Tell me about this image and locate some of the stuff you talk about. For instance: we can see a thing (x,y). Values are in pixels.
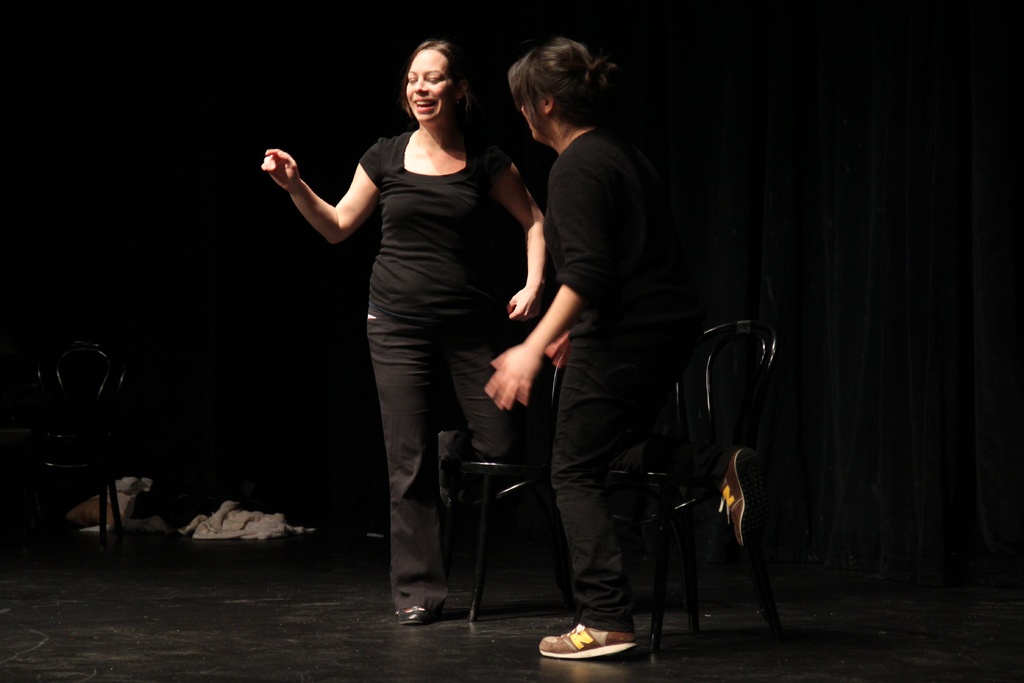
In this image I can see two people (469,311) standing and wearing the black color dresses (467,281). To the side I can see the chairs (658,479). In the background (104,496) I can see an another chair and some objects (134,511) on the floor (224,557). I can also see the curtain (794,360) in the back (818,325).
